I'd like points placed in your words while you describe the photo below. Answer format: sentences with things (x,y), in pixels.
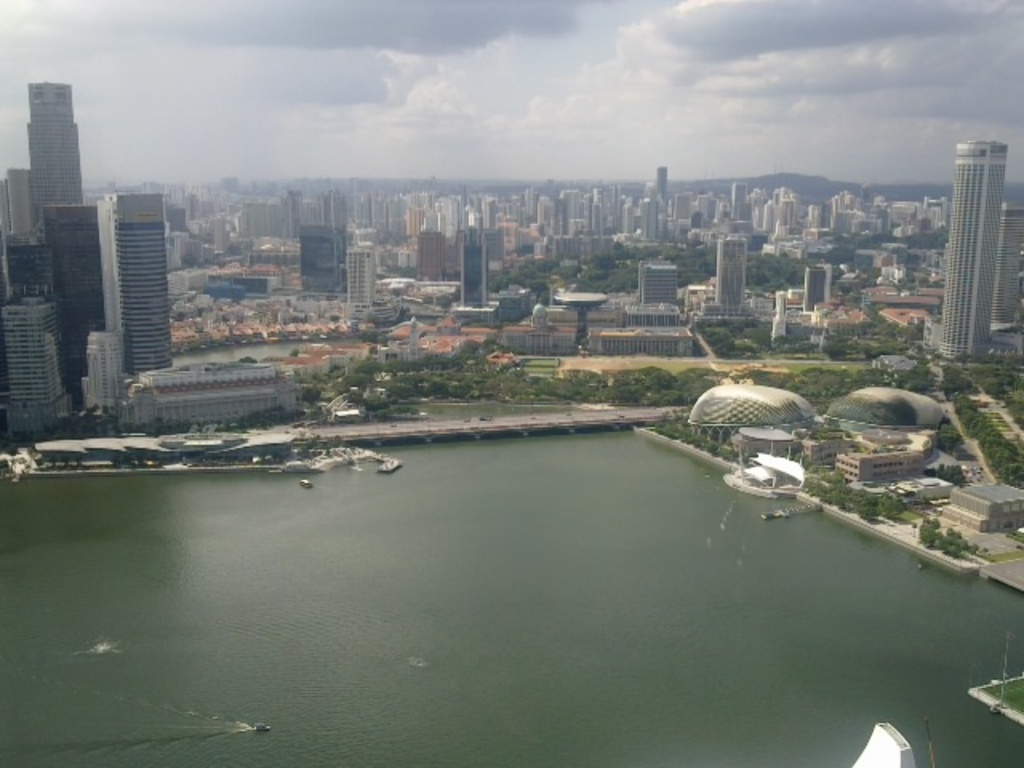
In the picture I can see buildings (523,291), trees (673,432), boats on the water (386,533) and vehicles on roads (648,408). In the background (508,81) I can see the sky (469,125).
